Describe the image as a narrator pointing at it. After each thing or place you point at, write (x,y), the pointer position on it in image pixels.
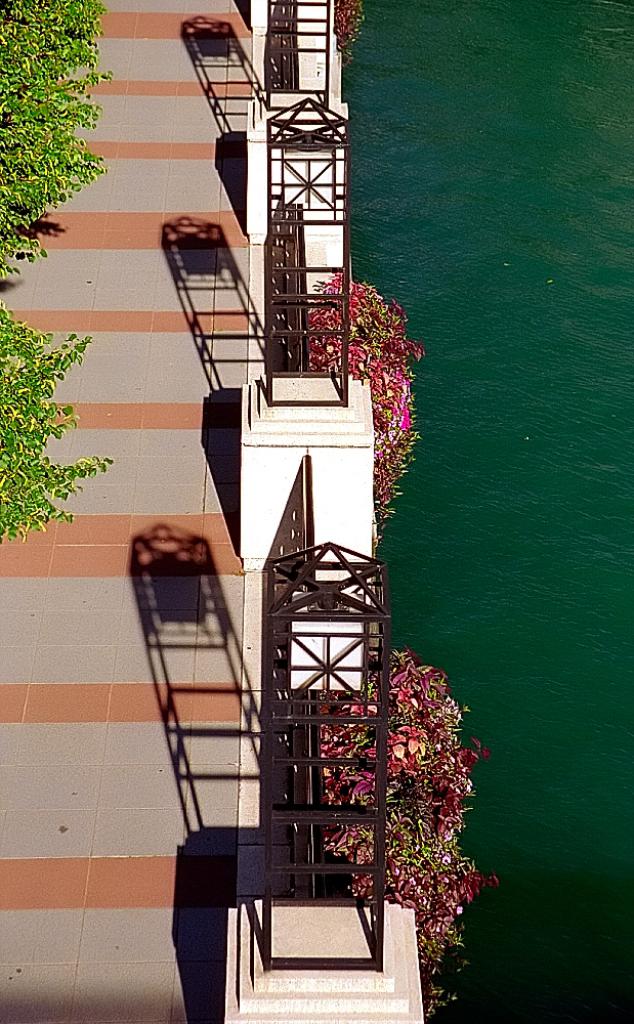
There is a balcony (115,699) and there are two trees (14,357) on the left side (47,416) and beside the wall (249,714) of balcony (347,411) there some colorful plants (403,756). Beside the plants (379,458) there is a water surface (484,612).
